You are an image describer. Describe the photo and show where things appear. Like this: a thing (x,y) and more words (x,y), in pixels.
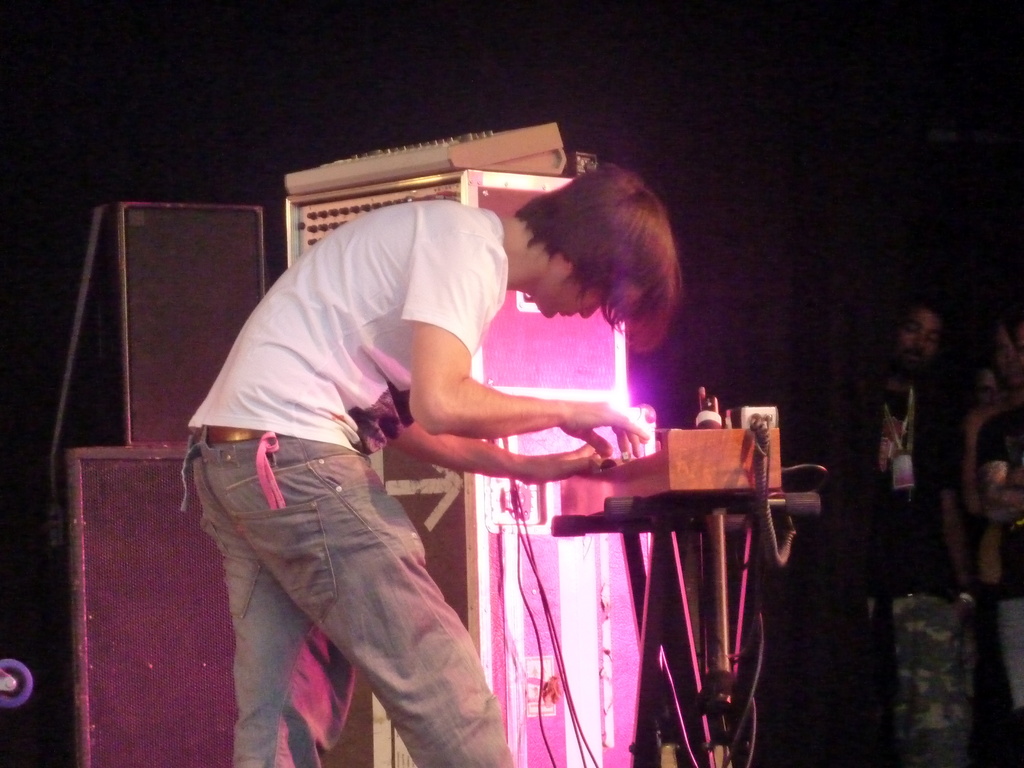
In this image we can see there are people (931,394), speakers (158,649), musical instruments (719,480), boxes (610,403) and objects (635,509). In the background (731,233) it is dark.
